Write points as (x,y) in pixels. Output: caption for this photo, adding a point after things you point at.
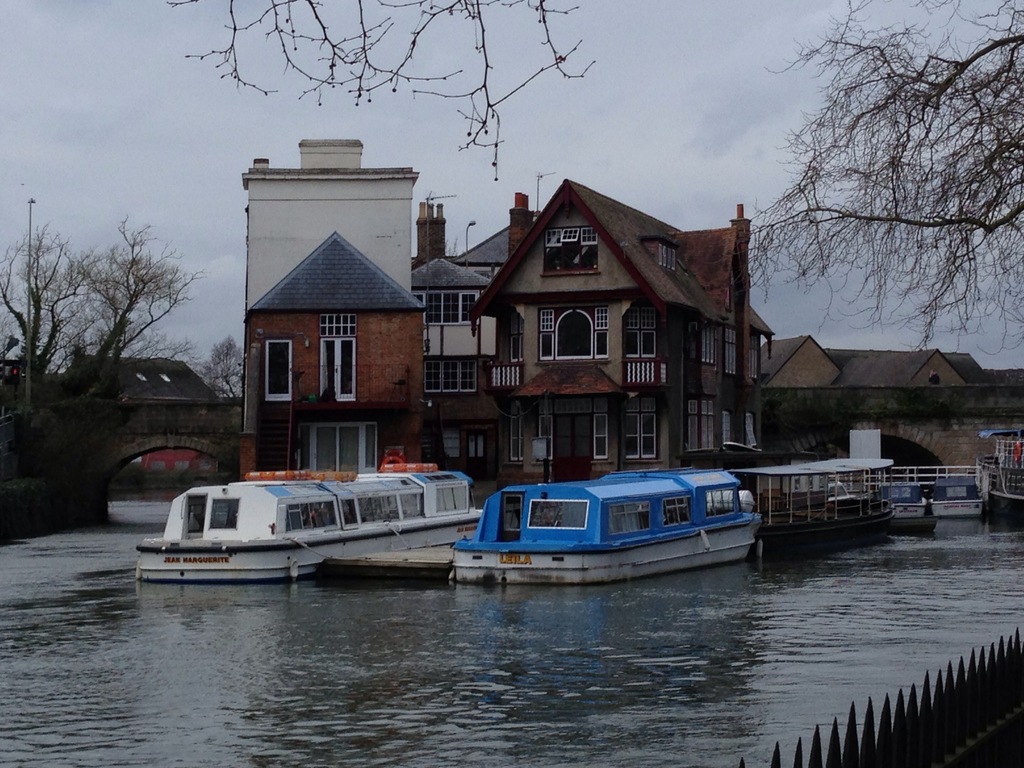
In this picture we can see there are boats (571,540) on the water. Behind the boats (500,509) there are buildings (497,408), a bridge (901,409) and the cloudy sky (618,48). On the left (34,297) and right side of the image (808,196) there are trees (959,136). At the bottom right corner of the image (946,735) there are iron grilles (934,729).
